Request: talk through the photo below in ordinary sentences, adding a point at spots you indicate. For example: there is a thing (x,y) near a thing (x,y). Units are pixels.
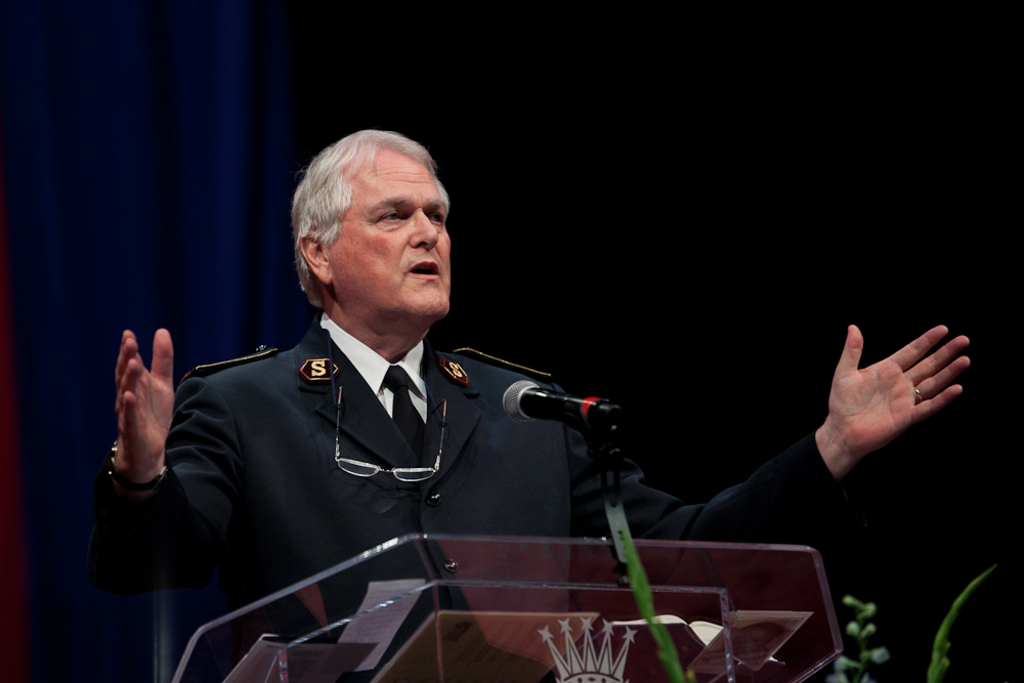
In this image person (451,387) is standing in front of the dais (712,600). In front of the image there is a mike (614,408). At the back side (78,266) there are curtains (160,212).
